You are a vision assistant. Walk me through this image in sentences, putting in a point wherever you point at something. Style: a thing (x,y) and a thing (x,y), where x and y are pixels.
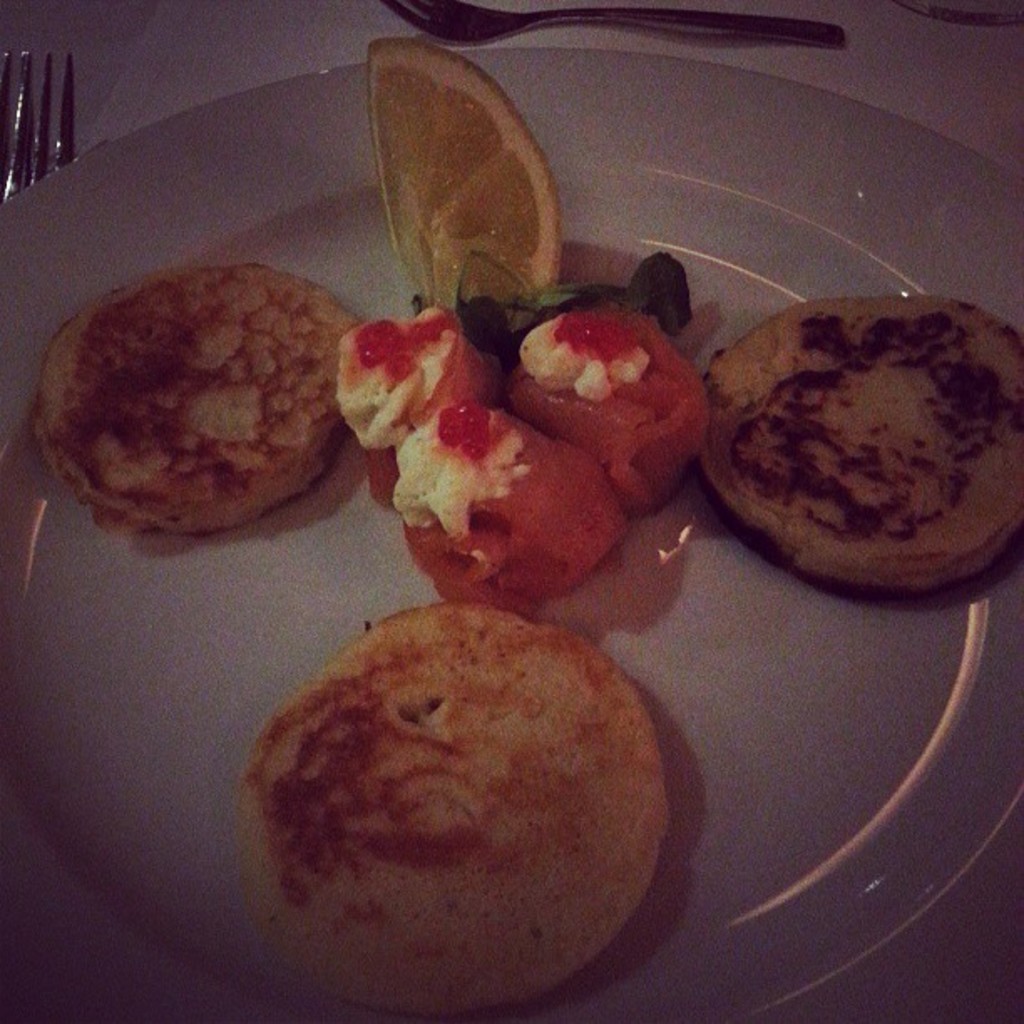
In this image there is food (424,653) on the plate (865,624), there are forks (65,104) on the surface (889,56).
